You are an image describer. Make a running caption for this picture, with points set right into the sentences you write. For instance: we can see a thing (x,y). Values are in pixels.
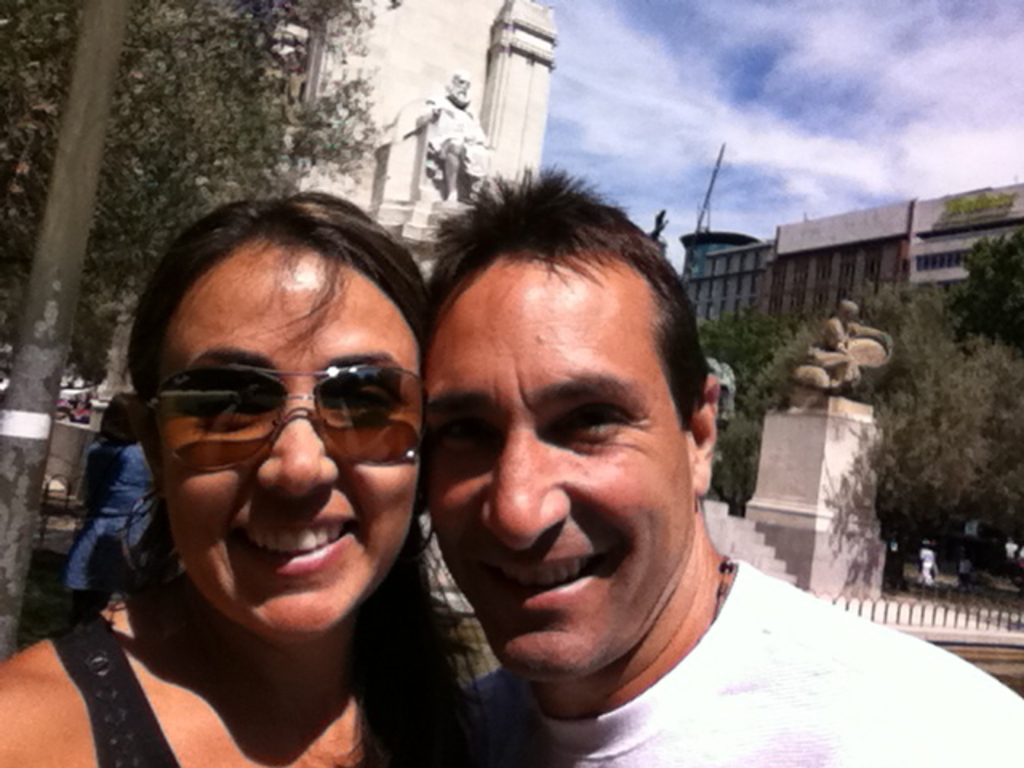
In this image, we can see a man (548,573) and woman (360,549) are seeing and smiling. Here a woman (292,405) is wearing goggles (232,414). Background (452,163) we can see buildings (490,176), statues (443,154), pole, trees (896,291), stairs (767,556), few people (923,578). Here there is a sky (707,120).
